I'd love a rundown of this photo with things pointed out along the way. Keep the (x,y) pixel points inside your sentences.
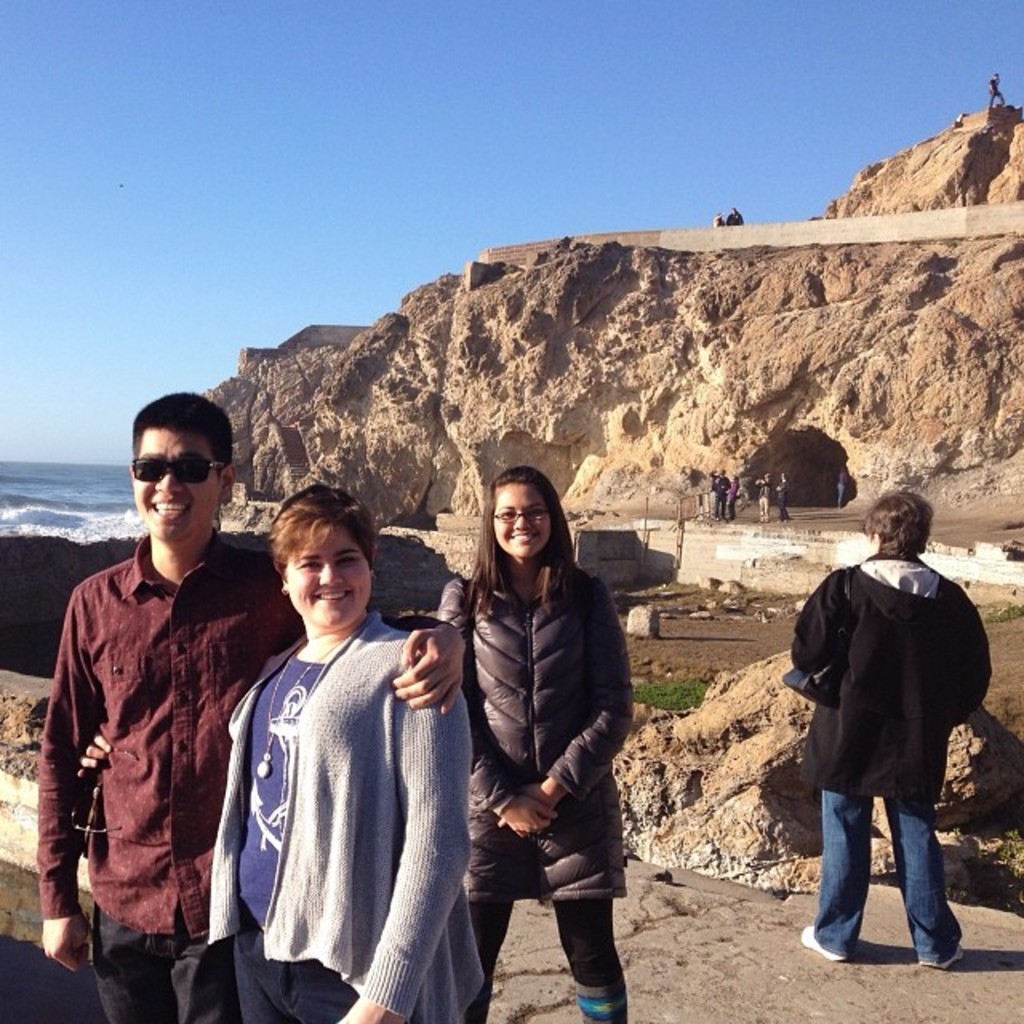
In the image in the center (436,668), we can see three persons (426,697) are standing and they are smiling, which we can see on their faces (309,580). In the background (236,103), we can see the sky (166,335), water (54,476), hills (531,284) and few people (908,549) are standing.
